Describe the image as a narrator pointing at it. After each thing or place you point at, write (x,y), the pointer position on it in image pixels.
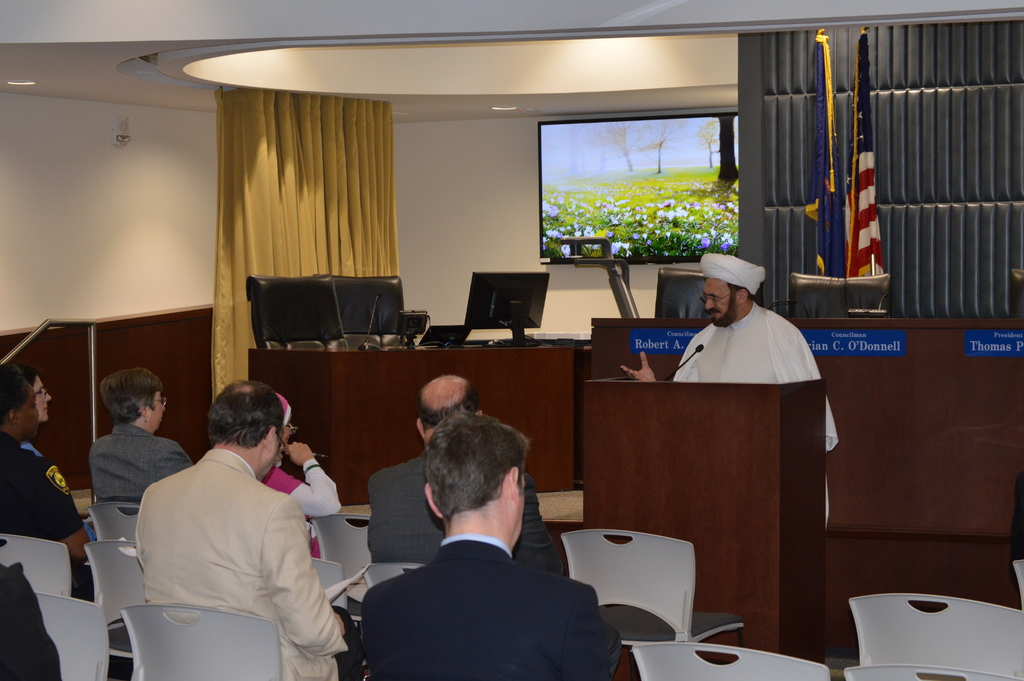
Here we can see some persons (447,555) are sitting on the chairs (149,645). This is table (538,395). On the table (558,348) there are monitors (520,321). Here we can see a man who is standing on the floor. This is mike (700,345). On the background (509,194) there is a wall (502,179) and this is screen (627,178). There is a curtain (322,236) and this is flag (822,211).
